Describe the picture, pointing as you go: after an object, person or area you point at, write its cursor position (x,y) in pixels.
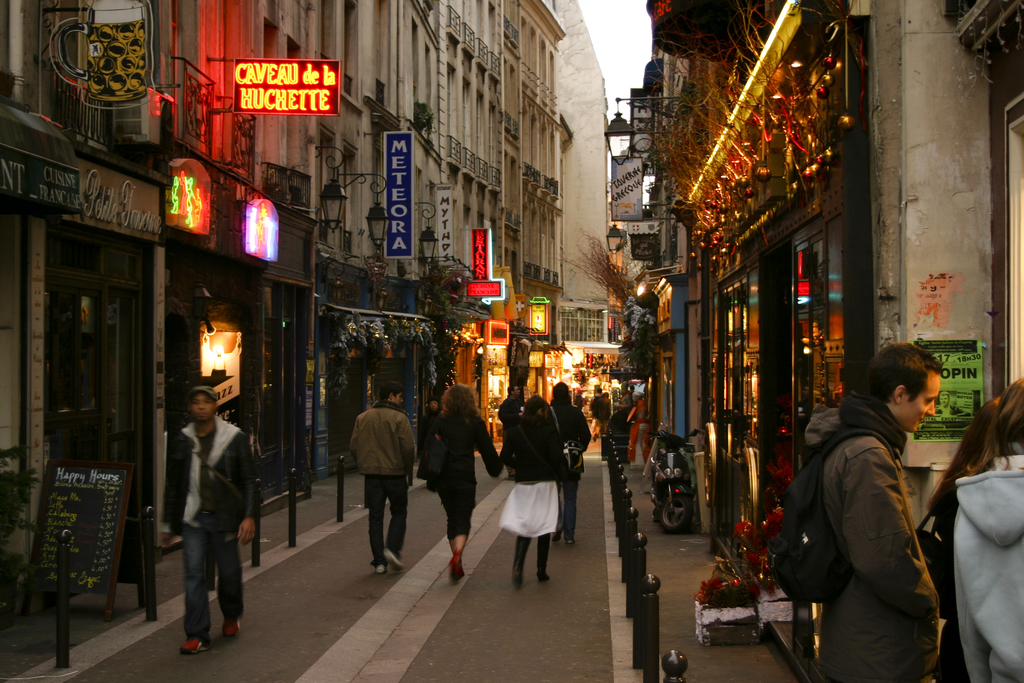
in this image we can see a group of people (533,486) standing on the ground (558,592). On the right side of the image (883,520) we can see a person (862,509) wearing bag (811,549), a motorcycle (671,486) parked on the road (668,546). In the background (632,201), we can see group of sign boards (616,202) placed on the buildings (540,200), groups of lights (627,140), poles (153,613). A board (117,548) placed on the ground (117,592) and the sky (616,64).
